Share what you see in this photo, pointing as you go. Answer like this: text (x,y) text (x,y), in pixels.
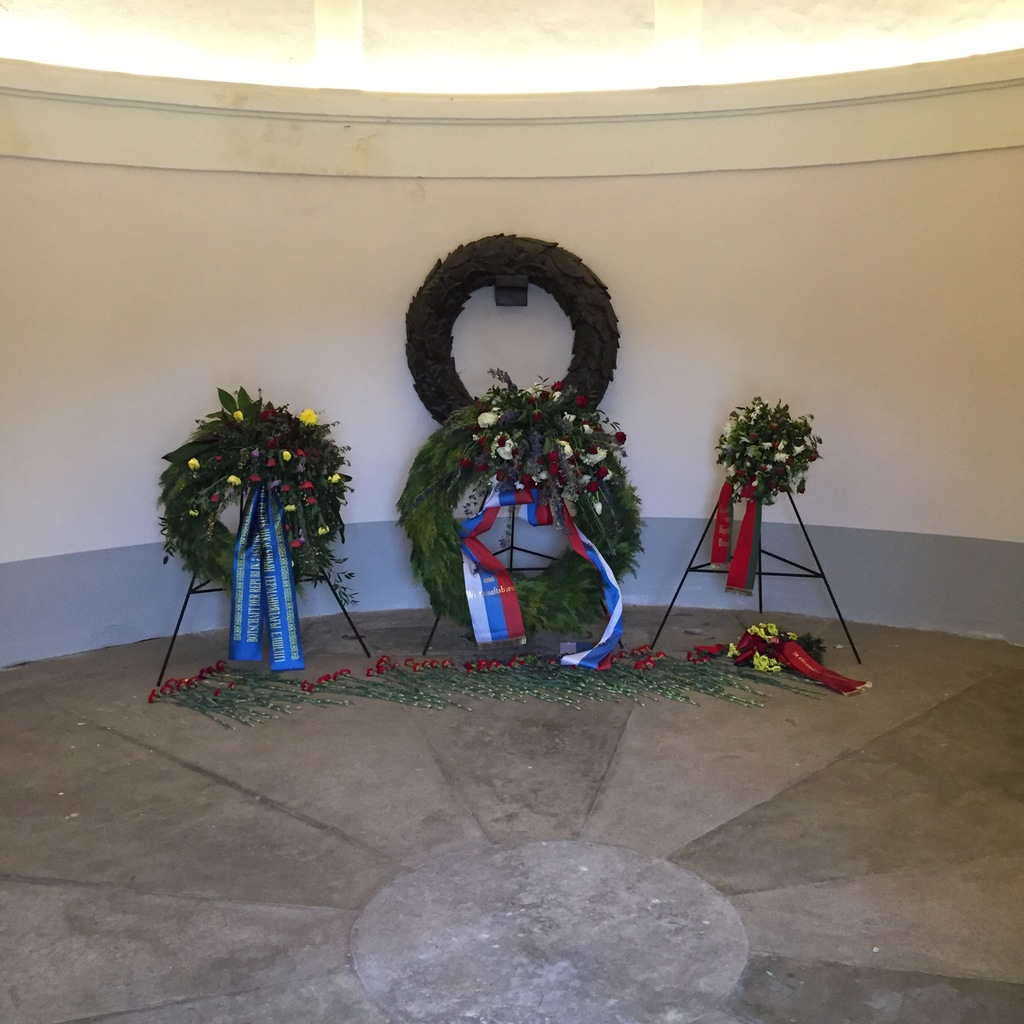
In the image there are bouquets (323,497) with ribbons (280,578) on the stands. In front of them on the floor (842,651) there are flowers (554,661). In the background (913,449) there is a wall (969,487).
